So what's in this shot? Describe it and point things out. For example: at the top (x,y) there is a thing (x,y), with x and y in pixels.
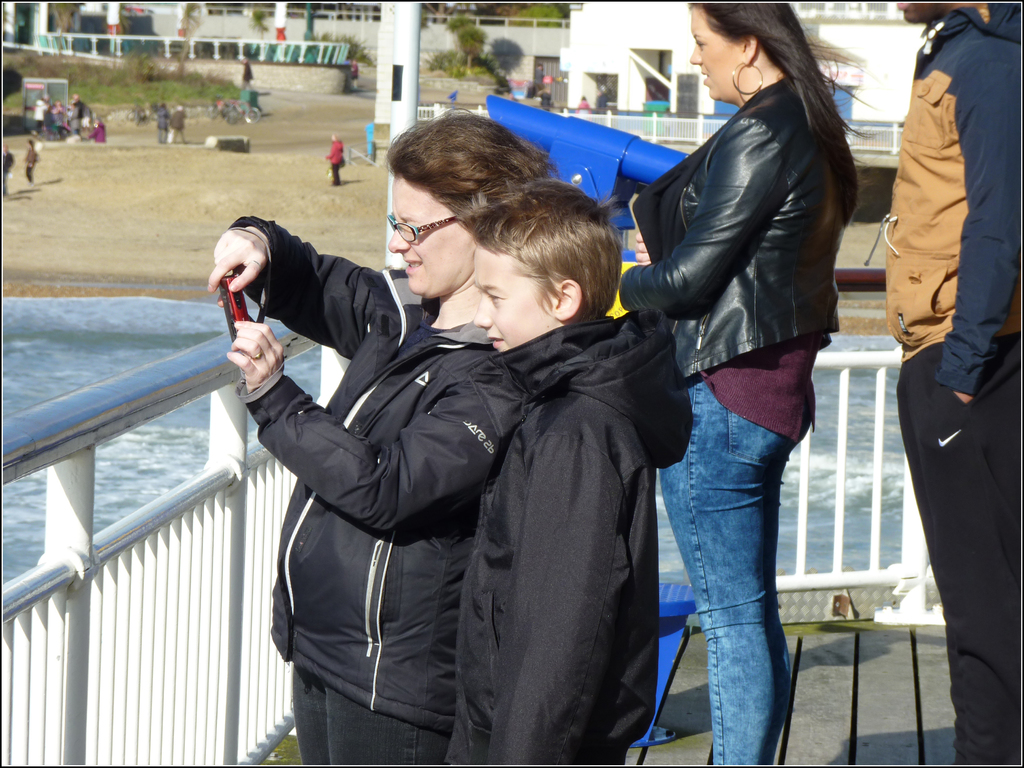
Front portion of the image we can see people (464,445), railings (330,355), rods (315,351), object (618,182) and water (106,343). A woman (419,437) is holding a camera (232,310). Background of the image (598,27) we can see a building (635,33), railings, people (174,123), vehicles (217,117), grass (193,102), plants (484,68) and trees (528,11).
